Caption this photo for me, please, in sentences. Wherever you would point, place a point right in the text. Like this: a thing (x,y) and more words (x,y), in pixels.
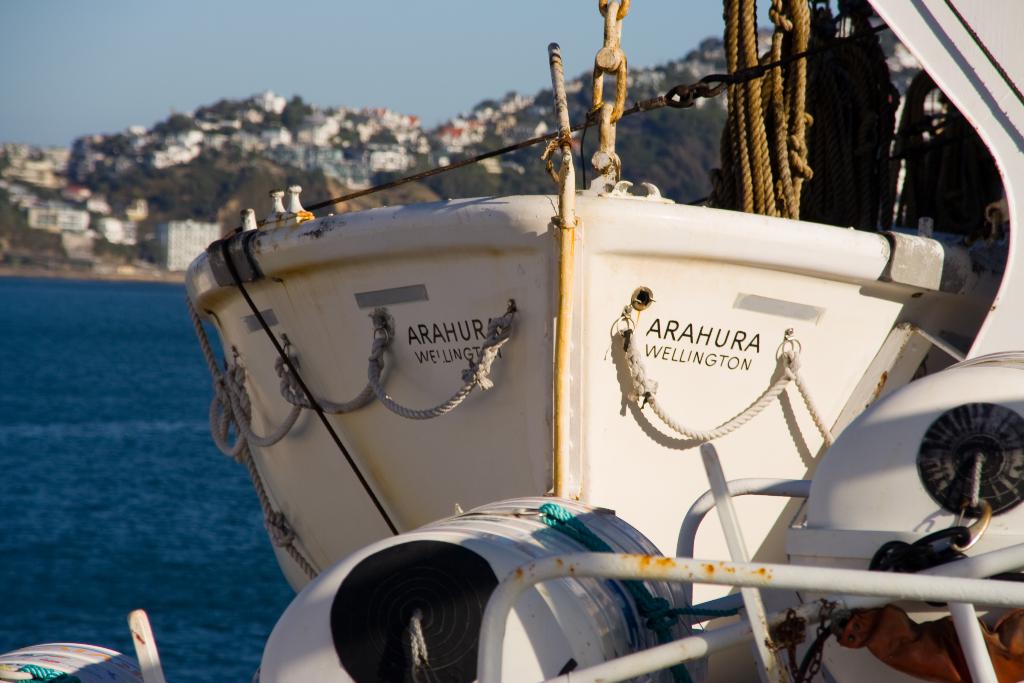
In the image we can see a boat (425,349), this is a rope (727,430) and a chain (605,118). There is a water (102,393), there are buildings (176,258), trees (178,203) and a sky (223,60).
